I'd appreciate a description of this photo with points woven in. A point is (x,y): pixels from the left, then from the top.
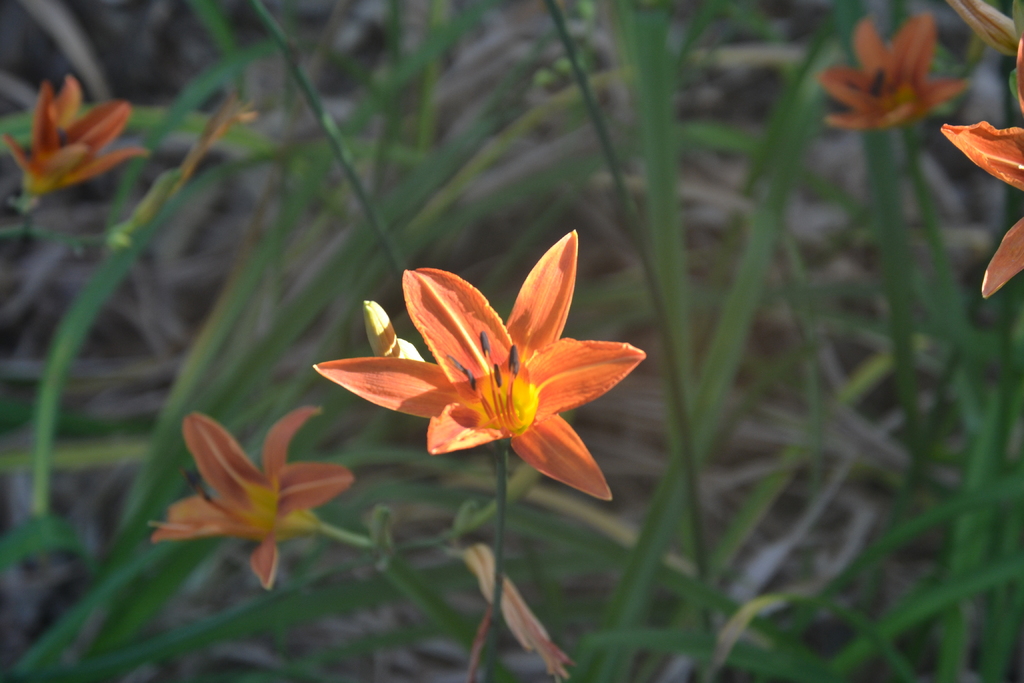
In this image there are plants (438,312) having flowers (378,350) and leaves (991,430).
